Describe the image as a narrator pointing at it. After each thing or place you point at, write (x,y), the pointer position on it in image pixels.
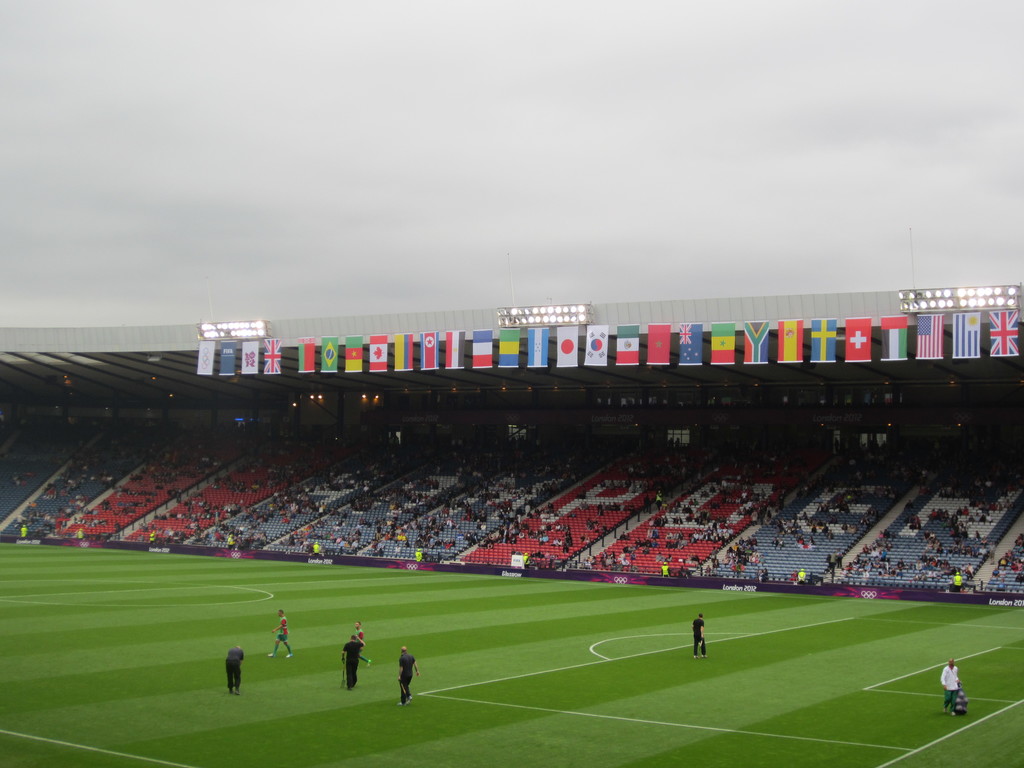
In the image we can see the stadium (507,583), in the stadium (492,599), we can see there are people (348,660) standing and walking on the ground (335,649). Here we can see the audience (427,520), flags (486,354), lights (549,307) and the cloudy sky (417,183).
